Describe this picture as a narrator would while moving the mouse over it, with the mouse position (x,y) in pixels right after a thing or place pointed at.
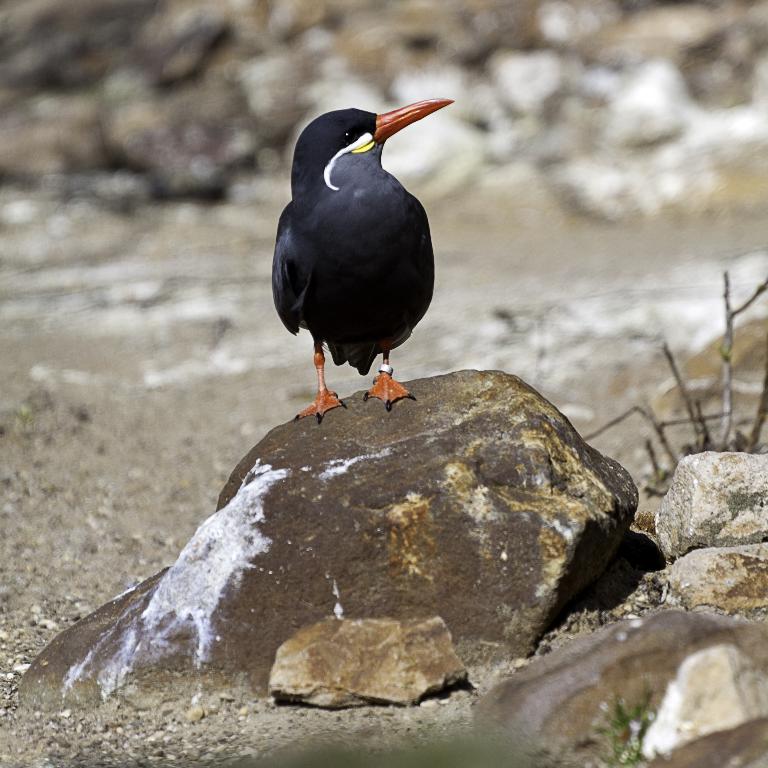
In this picture we can see a black bird (360,313) on the rock (383,420) and behind the bird (373,274) there is a blurred background (676,17) and in front of the bird (347,262) there are rocks (342,664).
